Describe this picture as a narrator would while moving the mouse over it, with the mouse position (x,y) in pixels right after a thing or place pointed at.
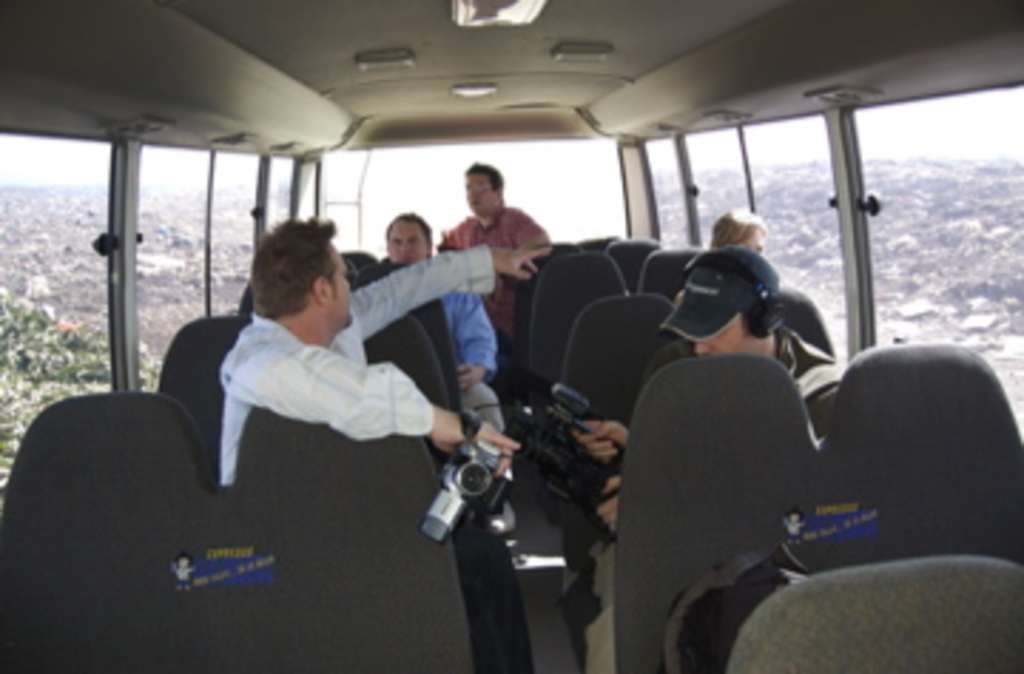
In this picture I can see five persons (404,290) in a vehicle (533,310). There are two persons (338,382) holding cameras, and there is blur background (31,189).
